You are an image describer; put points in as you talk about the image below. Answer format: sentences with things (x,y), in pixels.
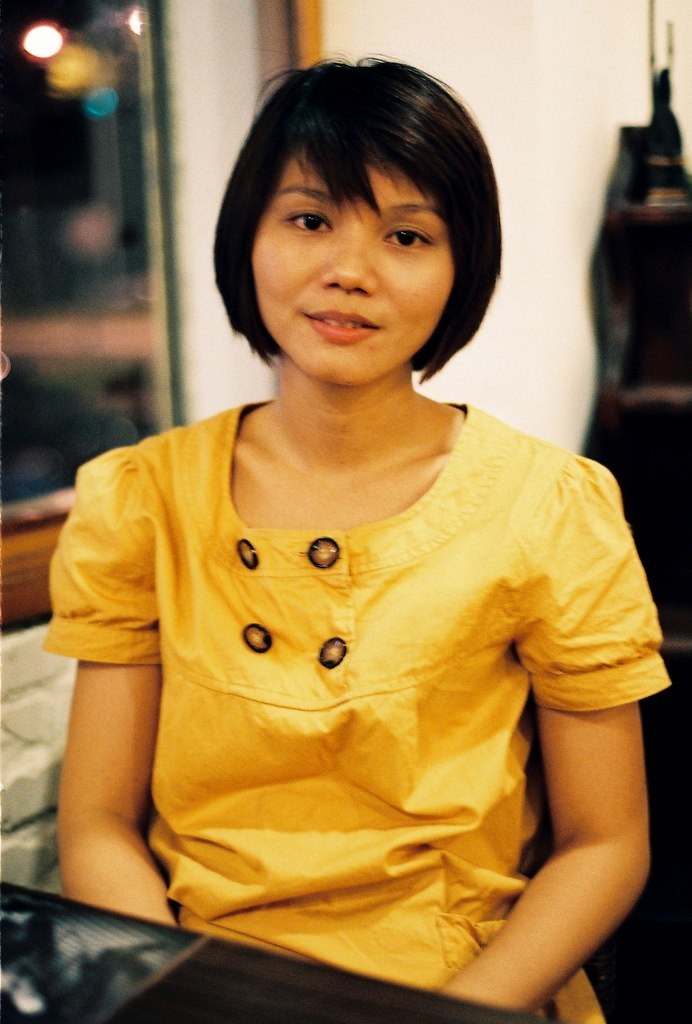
In the center of the image (411,680) we can see a lady (360,575) sitting. At the bottom (260,986) there is a table (239,965). In the background (589,62) there is a wall (567,190) and we can see a window (120,327).
